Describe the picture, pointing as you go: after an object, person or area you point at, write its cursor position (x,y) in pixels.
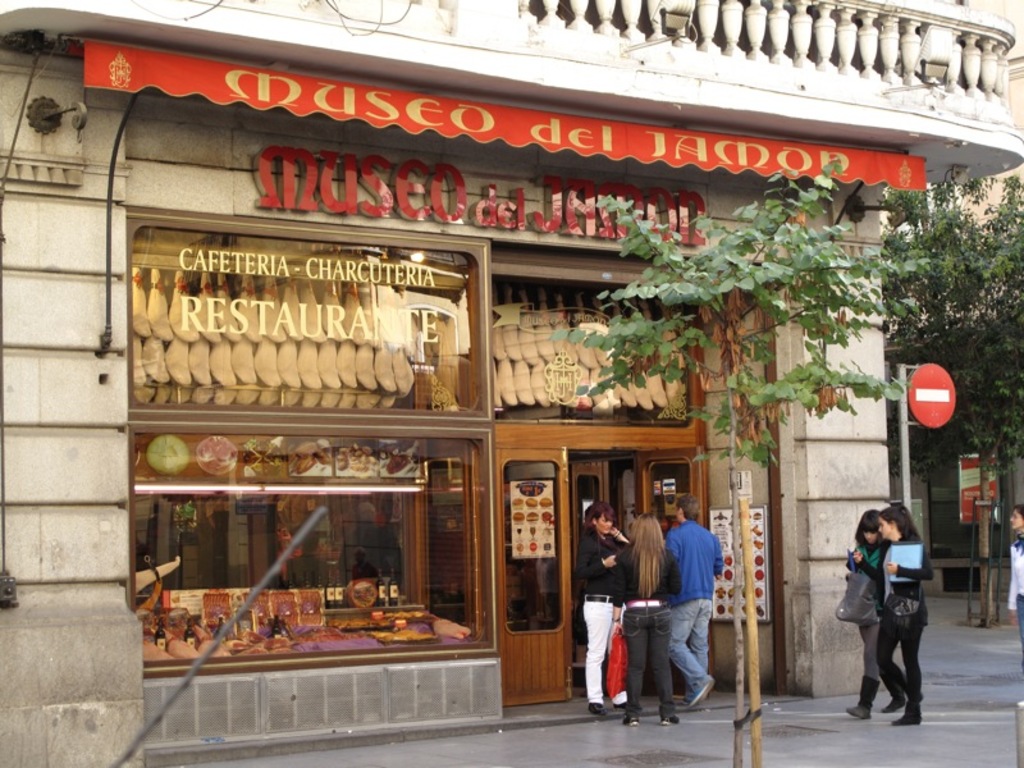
Here in this picture we can see a store (676,205) present over a place and we can see some people (692,618) standing and walking on the road (949,631) in front of it over there and we can also see sign board (943,386) present on pole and we can see a plant (828,321) present in the front (767,410) and we can also see other trees (939,341) also present over there.
